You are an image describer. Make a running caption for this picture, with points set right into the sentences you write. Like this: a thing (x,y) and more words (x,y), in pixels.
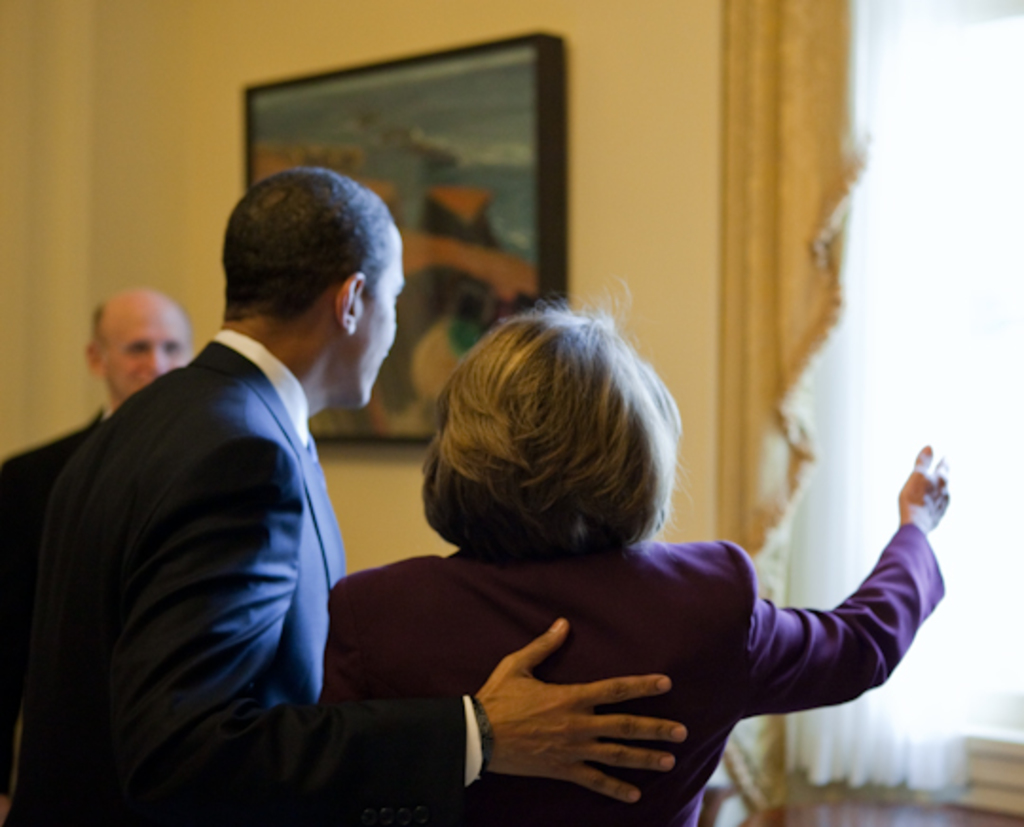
In this image there are couple of persons (288,589) in the middle (560,471). There is a man (159,505) on the left side (123,580) who is keeping his hand (497,693) on the woman (612,638) who is beside him. In the background (180,114) there is a wall (126,117) to which there is a frame (385,92). On the left side (109,347) there is another person (109,352) in the background (101,359). On the right side (786,189) there are curtains (830,275).
